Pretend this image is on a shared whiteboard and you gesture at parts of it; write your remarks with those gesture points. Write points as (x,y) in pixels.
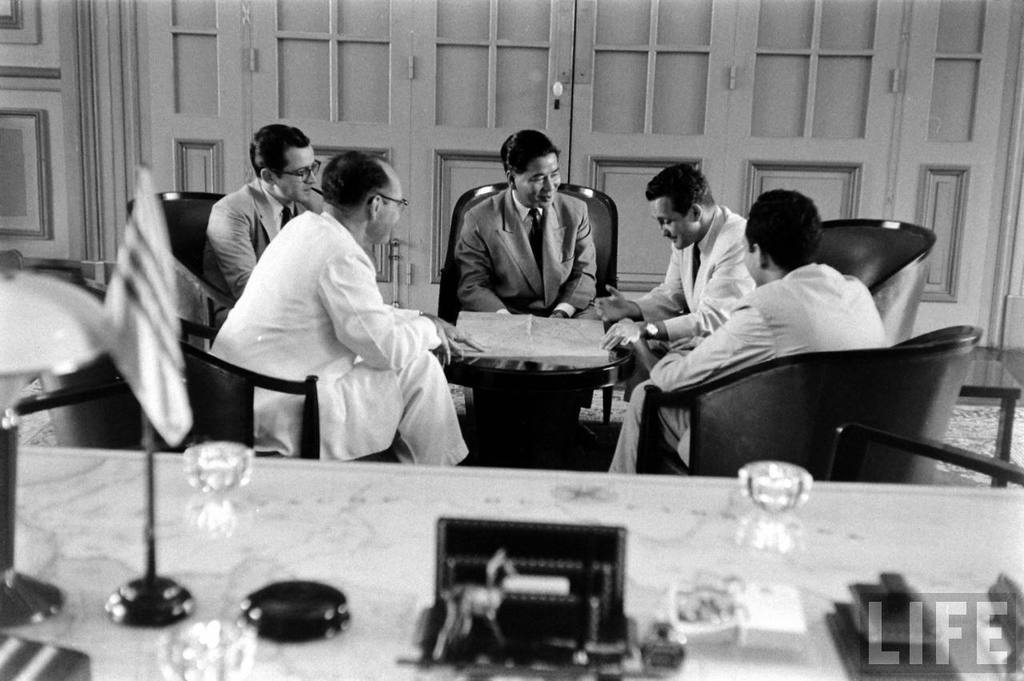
A black and white picture. This persons (271,307) are sitting on a chair (724,392). In-front of this person (286,329) there is a table (533,393), on a table (614,381) there is a chart (589,341). On this table (424,513) there is a flag (130,328) and things (491,590).
